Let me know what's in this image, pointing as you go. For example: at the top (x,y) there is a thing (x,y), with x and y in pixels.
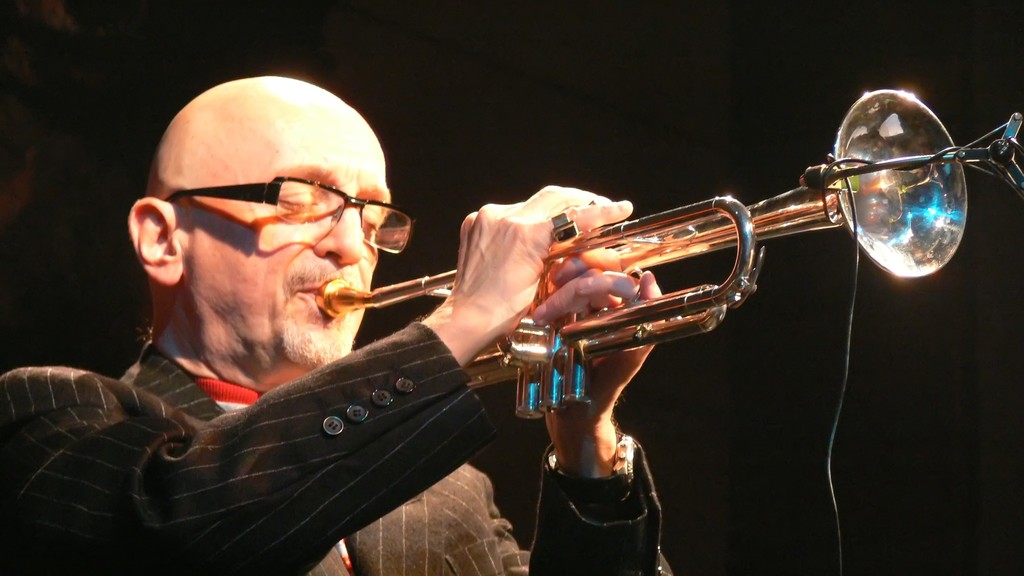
In this image there is a person (475,527) wearing suit (245,416) and glasses (334,193) playing a musical instrument (681,308), in the background (245,4) it is dark.
